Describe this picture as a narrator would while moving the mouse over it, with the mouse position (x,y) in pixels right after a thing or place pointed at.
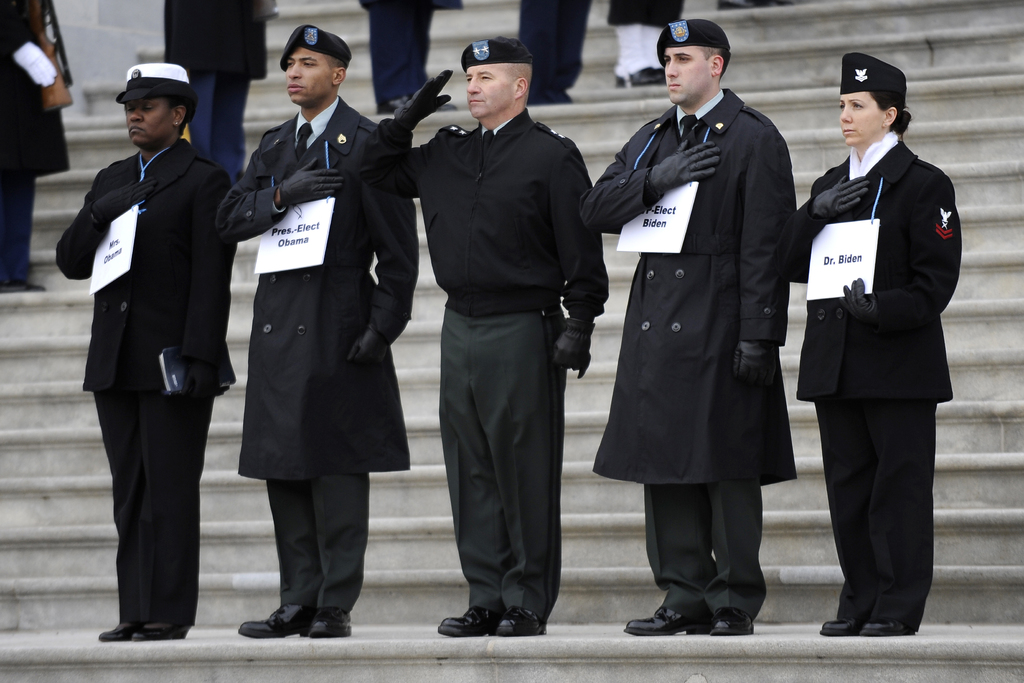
In the picture I can see people (461,367) are standing on steps (246,142) among the people (447,251) in the front (492,278) are standing in black color clothes (406,319), hats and some other objects (570,345).
